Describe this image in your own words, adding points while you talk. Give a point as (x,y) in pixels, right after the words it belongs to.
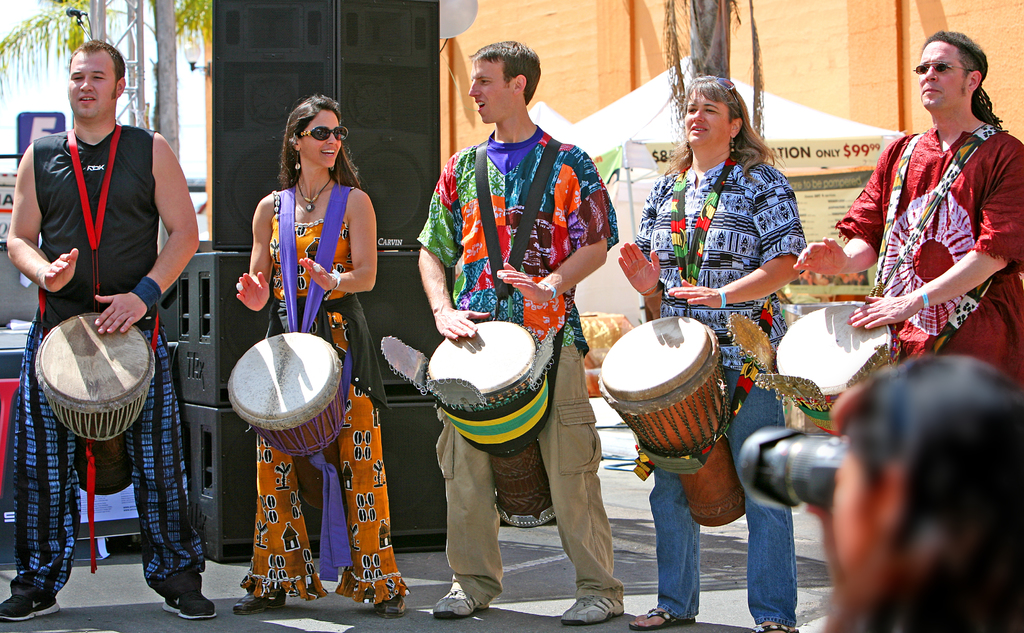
It is an event there are group of people (466,195) playing the drums (526,380) there are three men (444,311) and two women (352,270) among them, in the background (227,189) there are big speakers (404,210) there is also a tent (646,89) and also some trees (65,48) and sky (41,63).
